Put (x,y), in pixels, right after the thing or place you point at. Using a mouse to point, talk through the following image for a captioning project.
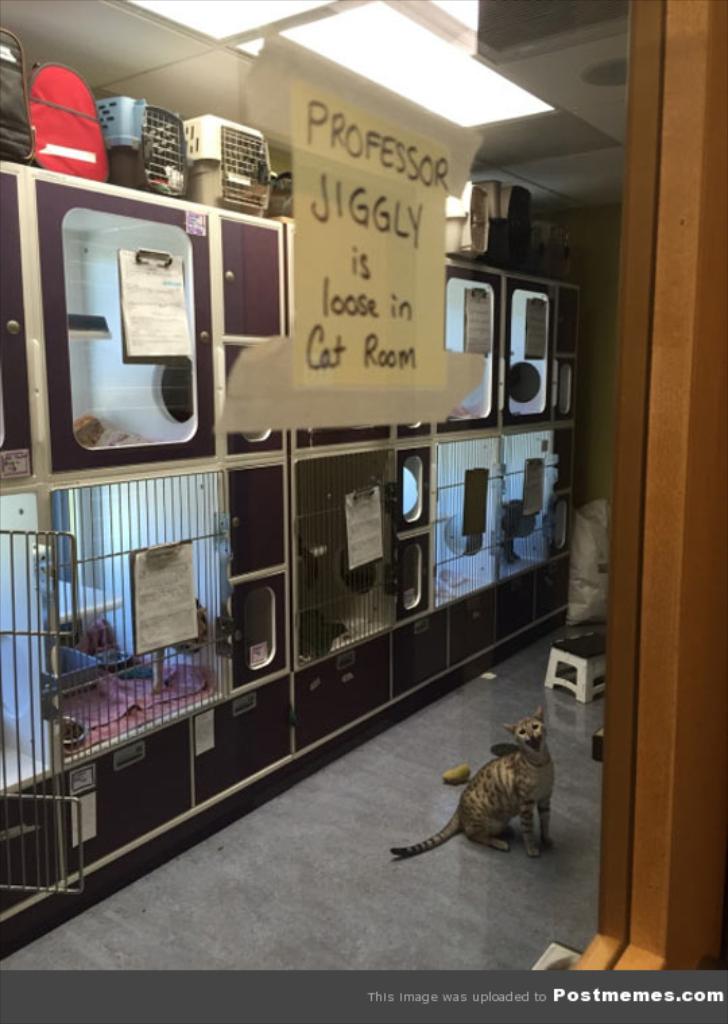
In this picture we can see some text (372,347) on a yellow sheet (435,360). There is a cat (461,828), stool (574,642) and other objects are visible on the ground (469,905). We can see a few bags (5,105), exam pads (166,343), cages (522,452), glass objects (94,408) and other things (376,53) are visible in the background (487,598). We can see a wooden object (641,967) and some text (635,1000) visible in the bottom right (643,994).
